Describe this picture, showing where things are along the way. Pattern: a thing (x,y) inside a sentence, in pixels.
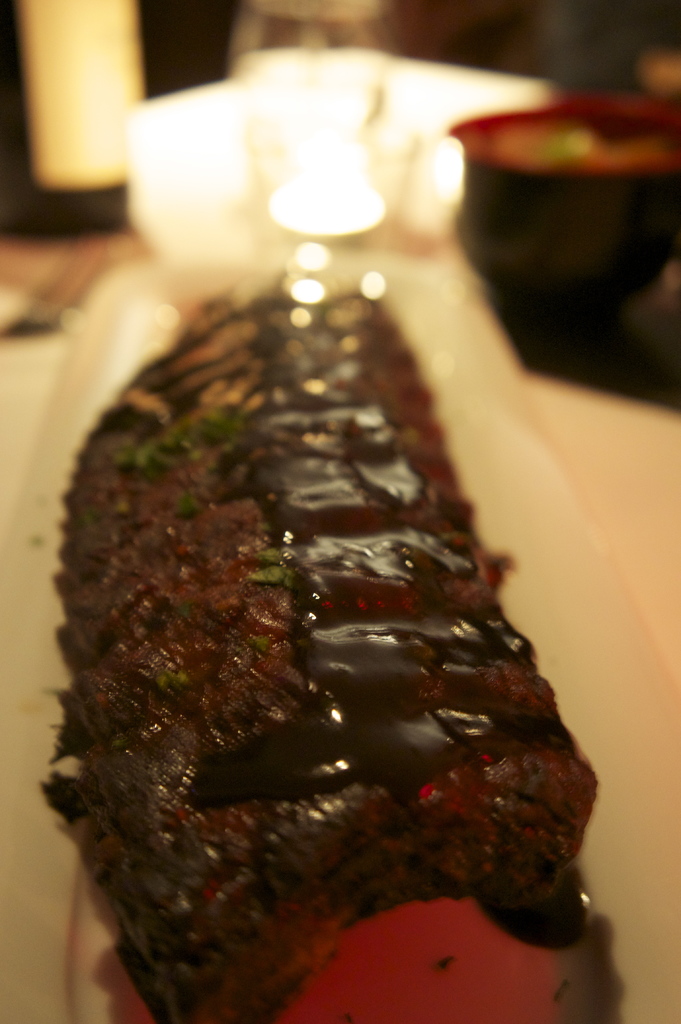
In this image there is a food item (475,655) in a plate (137,326), in the background (354,60) it is blurred.
